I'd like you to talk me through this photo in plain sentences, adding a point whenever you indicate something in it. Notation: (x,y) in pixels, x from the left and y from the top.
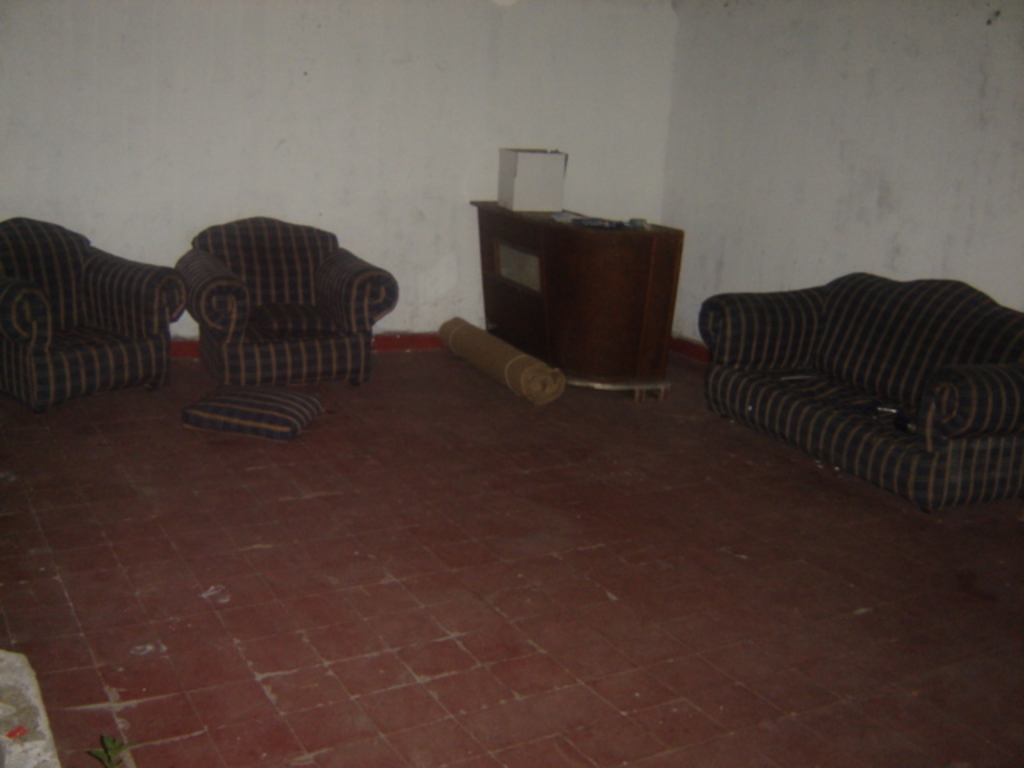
As we can see in the image there is a white color wall (396,207), pillow (240,412), mat (526,359) and sofas (314,277).
